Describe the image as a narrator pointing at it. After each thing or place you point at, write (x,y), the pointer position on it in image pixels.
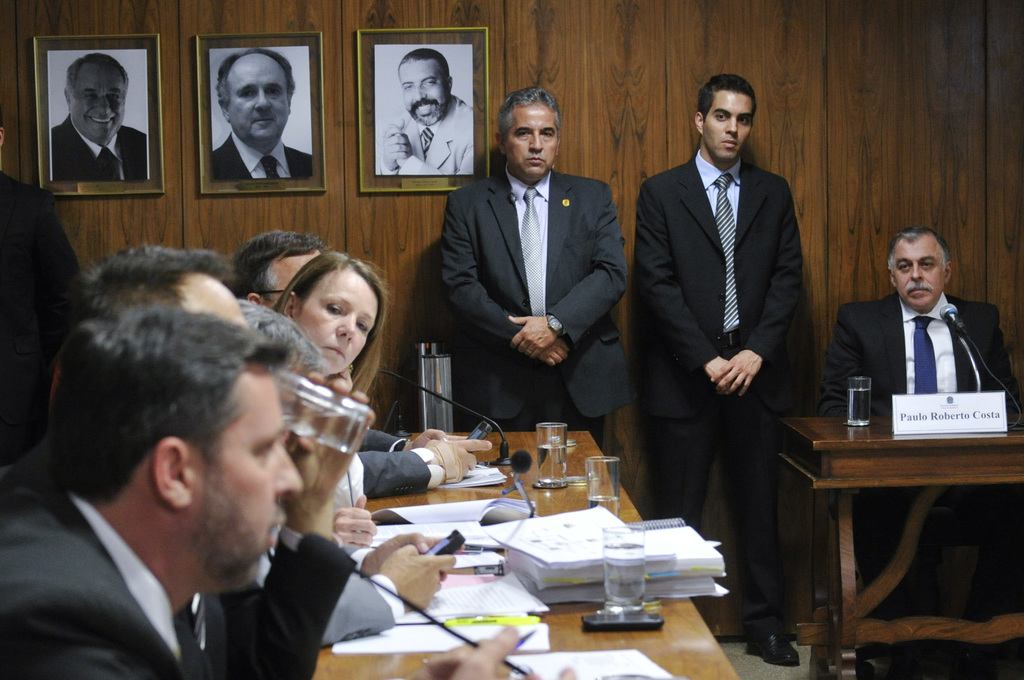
The picture is clicked inside a conference hall (551,481) where there are several people (257,462) sitting on the table (546,494). In the background (582,300) we observe two guys (588,281) standing and listening to them. In the background (282,141) we observe three photographs (269,144) attached to the brown wall (556,26). There is also a guy (907,280) to the right side of the image (915,272) whose name is paulo roberto costa.
